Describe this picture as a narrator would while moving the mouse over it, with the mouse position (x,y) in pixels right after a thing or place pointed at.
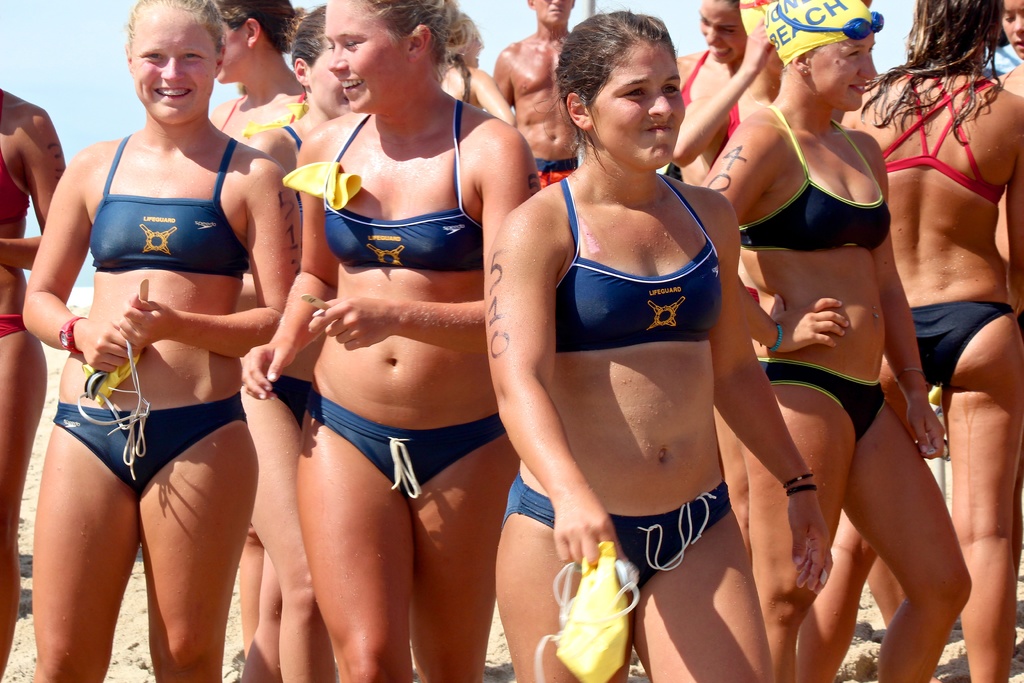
In the picture we can see a group of woman (184,595) standing on the sand (239,650) and they are in a swim costume (87,426) and they are smiling.
